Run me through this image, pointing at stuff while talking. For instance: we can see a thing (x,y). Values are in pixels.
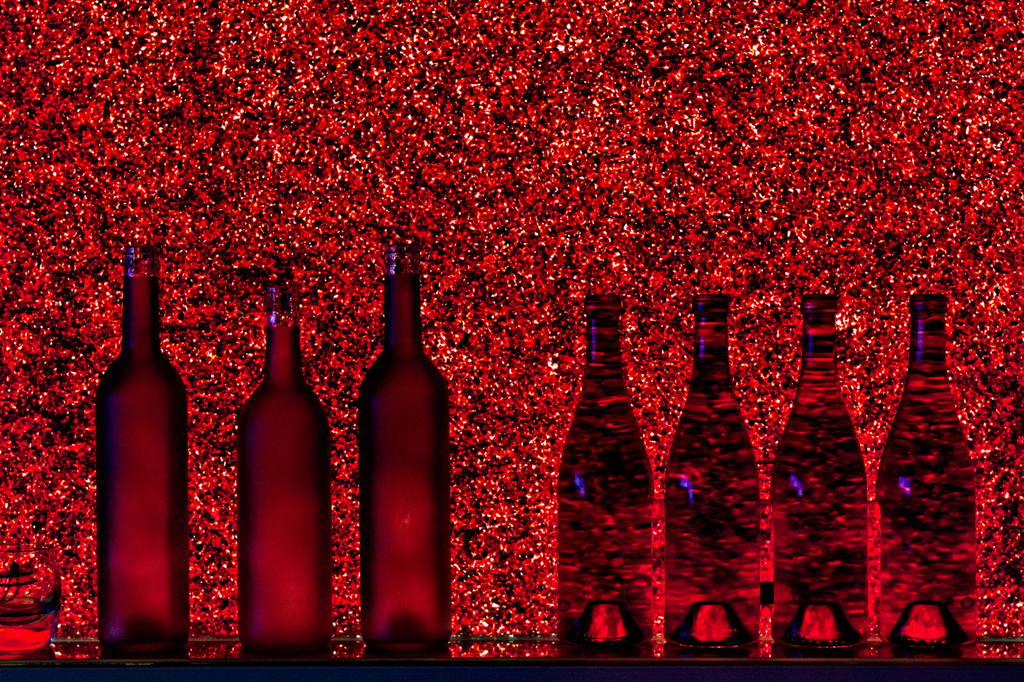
In this picture I can see 7 bottles (692,485) in front (164,399) and in the background (182,187) I see it is totally red in color.
